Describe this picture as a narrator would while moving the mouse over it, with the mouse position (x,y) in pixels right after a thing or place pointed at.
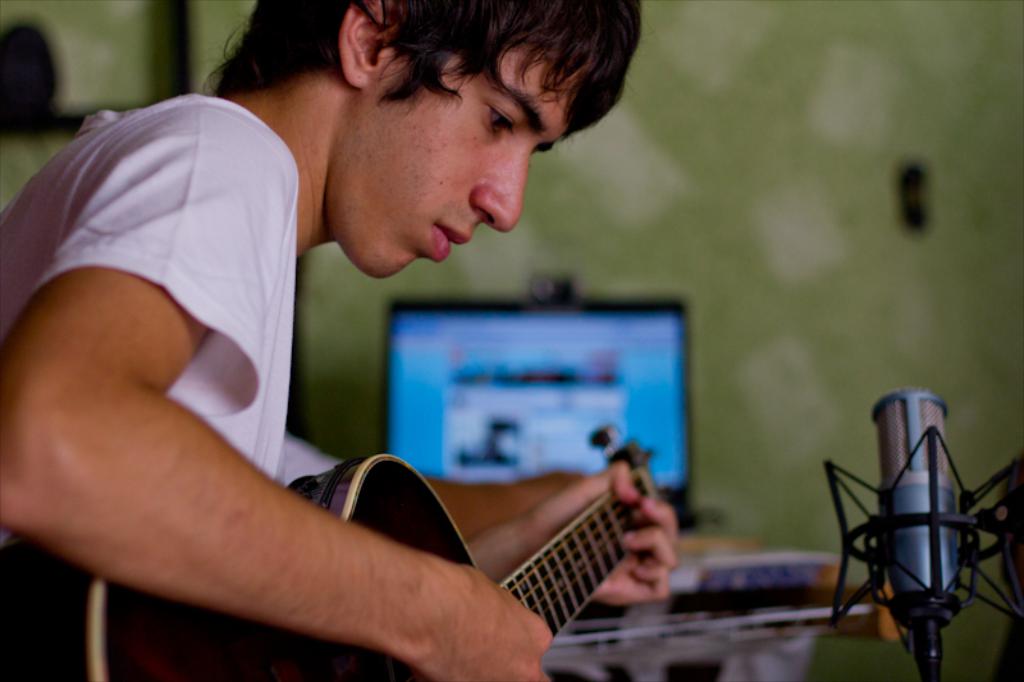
This man (213,187) wore white t-shirt (227,289) and playing a guitar (251,641). Far there is a monitor (518,333) on a table (766,605). This is mic (902,578).
